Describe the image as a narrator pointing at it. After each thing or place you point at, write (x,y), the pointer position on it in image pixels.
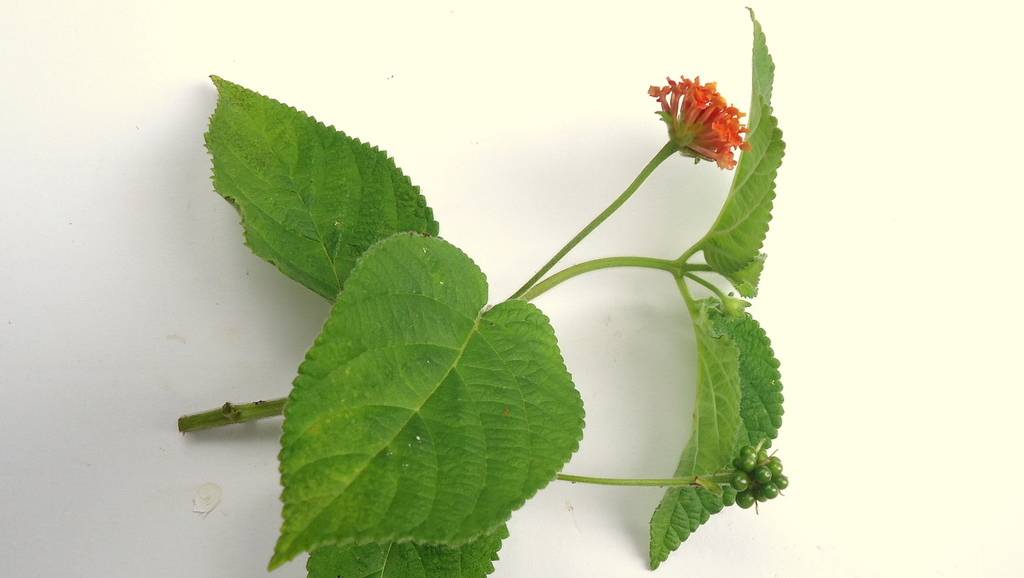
In this image we can see there is a flower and leaves (470,375).
